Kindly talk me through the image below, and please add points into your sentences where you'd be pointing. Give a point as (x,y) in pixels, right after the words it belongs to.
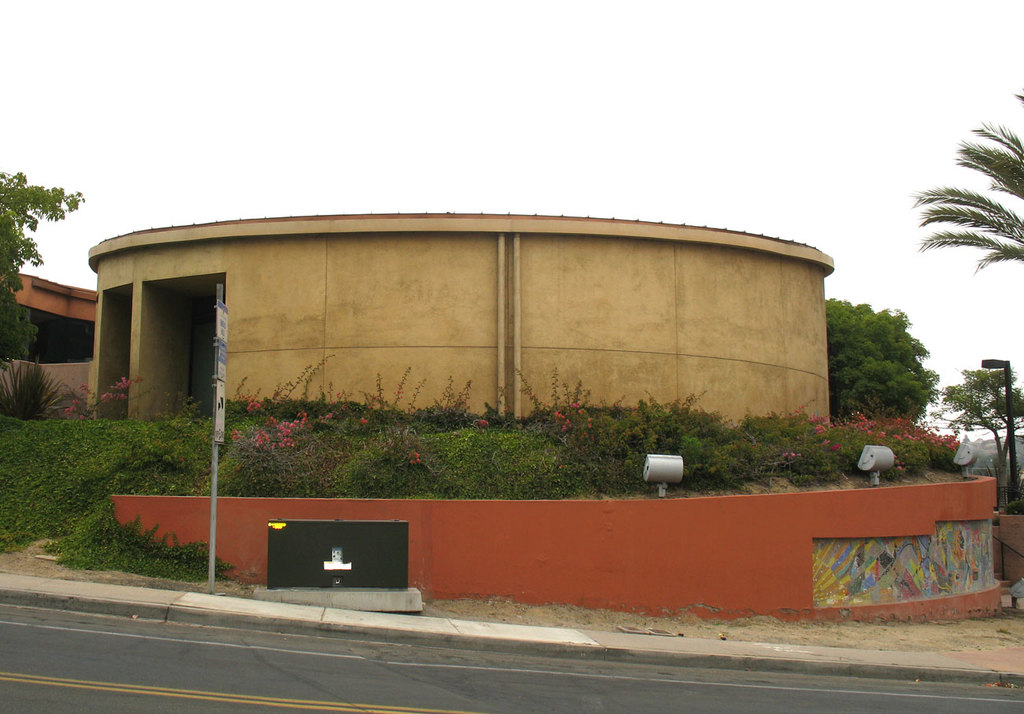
At the bottom of the image (194,686) there is a road (203,644). Behind the road (204,636) there is a footpath (162,596). On the footpath (228,596) there is a pole (211,576) with sign boards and also there is a black object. Behind them there is a wall (202,529) with paintings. And there are bushes (439,461) with flowers (272,430). And also there is a building (744,256) with walls (360,352) and pillars (138,323). On the left (9,303) and right side (873,382) corner of the image there are trees (835,330). At the top of the image (426,167) there is sky (426,167).
